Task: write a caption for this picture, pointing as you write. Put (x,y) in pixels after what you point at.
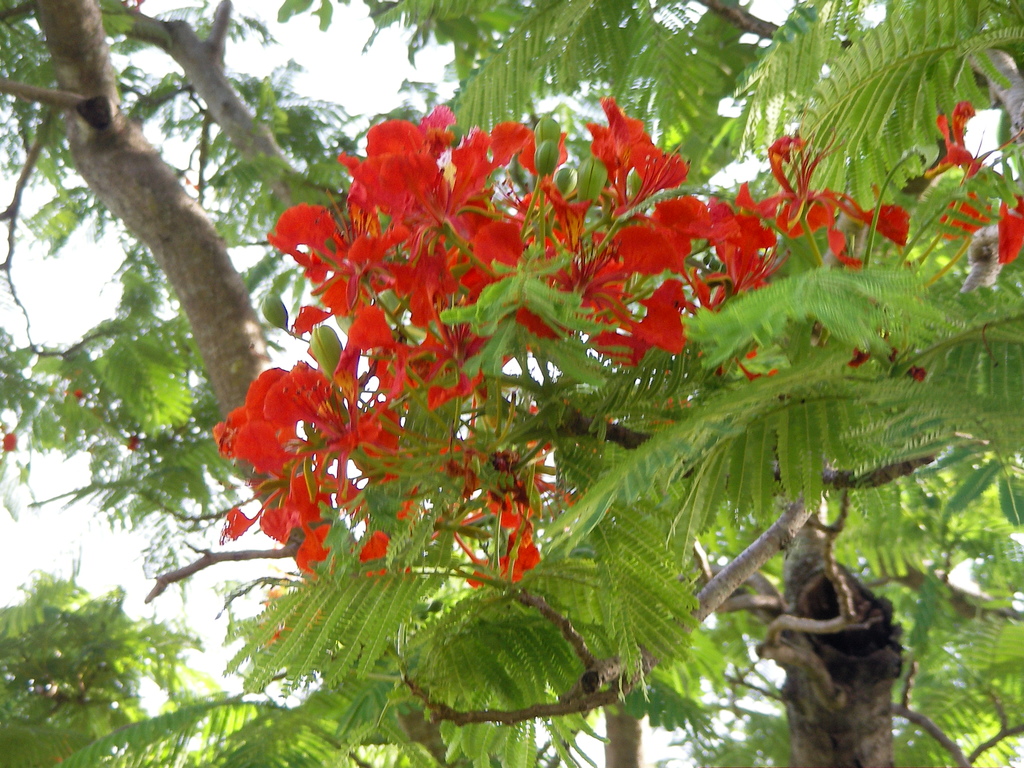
In this picture we can see flowers (441,334), trees (486,323) and we can see sky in the background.
